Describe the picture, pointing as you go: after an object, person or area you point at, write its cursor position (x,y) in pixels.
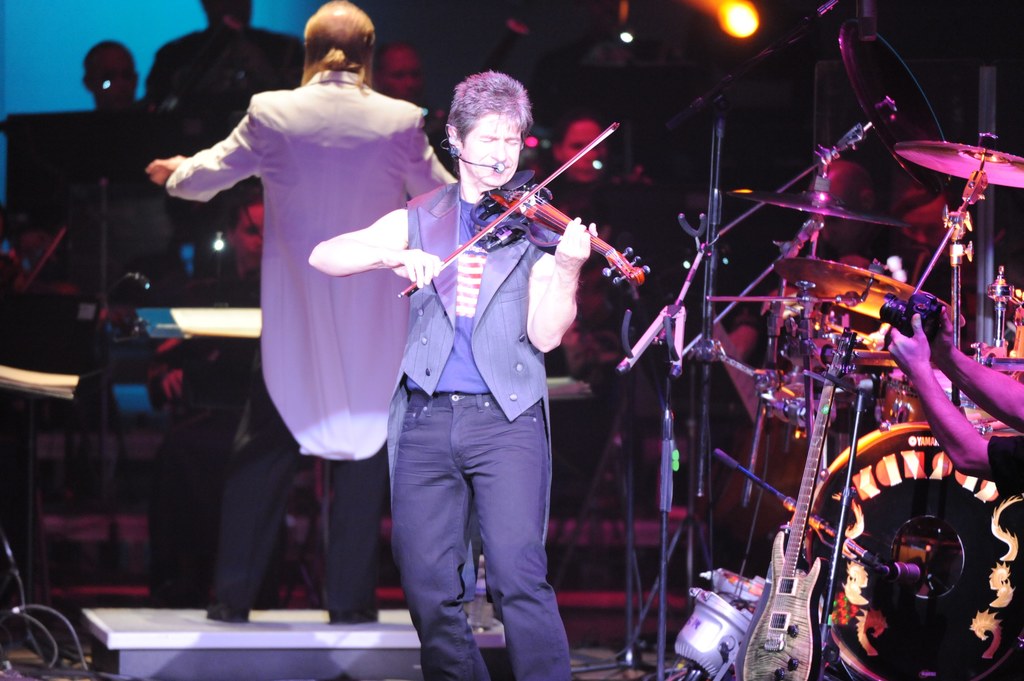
This is a light (733,35). Here we can see few persons (239,266) sitting and standing and playing musical instruments (927,532). Here we can see hands (954,409) of a person (954,409) holding a camera (930,323).
